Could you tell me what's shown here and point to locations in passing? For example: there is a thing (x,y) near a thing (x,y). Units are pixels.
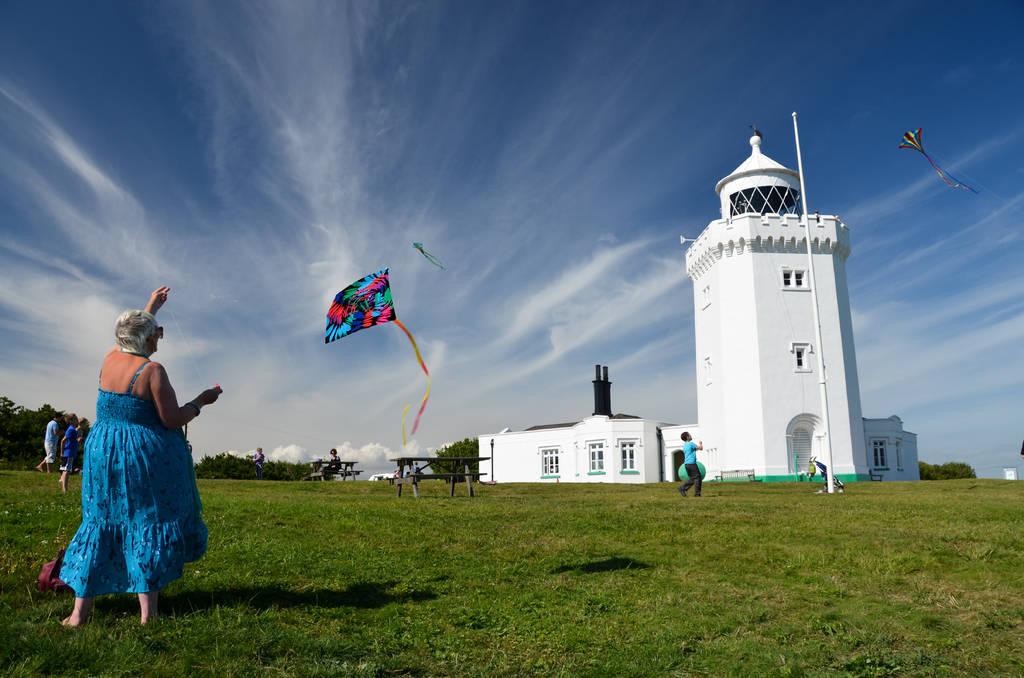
In this picture there is an old lady (129,404) on the left side of the image (188,419) she is flying kite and there are other people (47,436) in the image, on the grassland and there is a building (847,330) on the right side of the image (711,425) and there are trees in the background area of the image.
